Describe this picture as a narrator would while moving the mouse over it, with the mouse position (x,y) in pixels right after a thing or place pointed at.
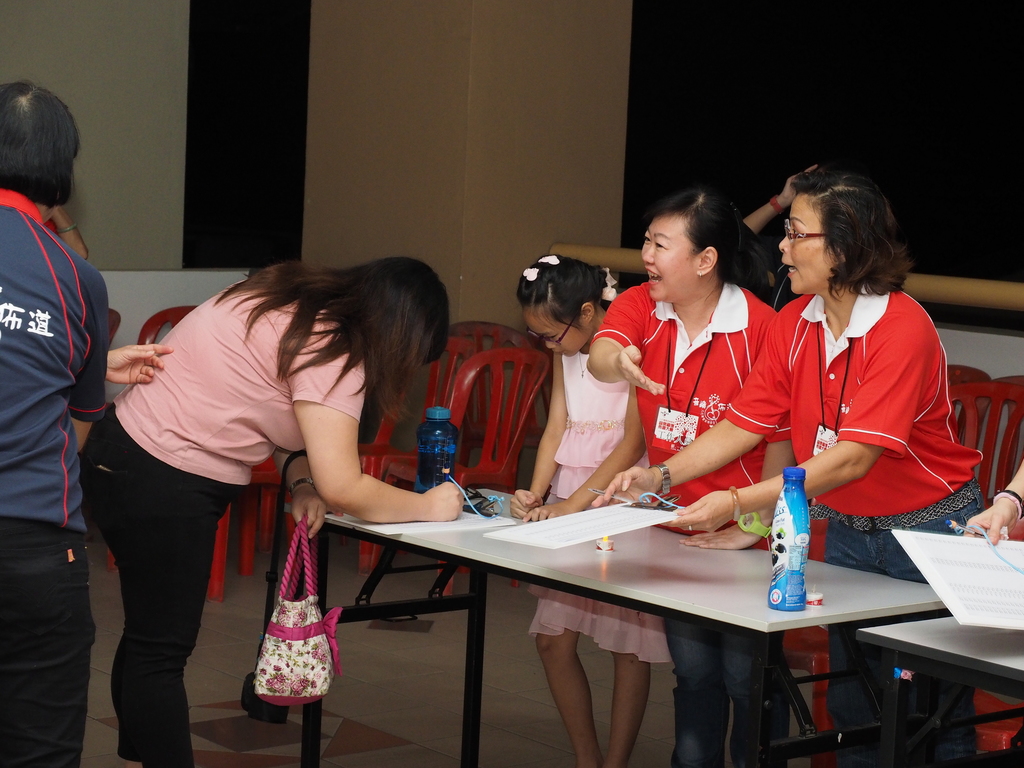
In this image I can see the group of people (189,330) with different color dresses (36,269). I can see one person (261,359) holding the bag (292,621) and an another person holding the pad (609,531). To the right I can see the person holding the paper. In-front of these people (316,481) I can see the table (650,606). On the table (713,602) I can see the paper (466,525), bottles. In the background (497,395) I can see the red color chairs (490,430), yellow pole (614,254) and the wall (473,231).
